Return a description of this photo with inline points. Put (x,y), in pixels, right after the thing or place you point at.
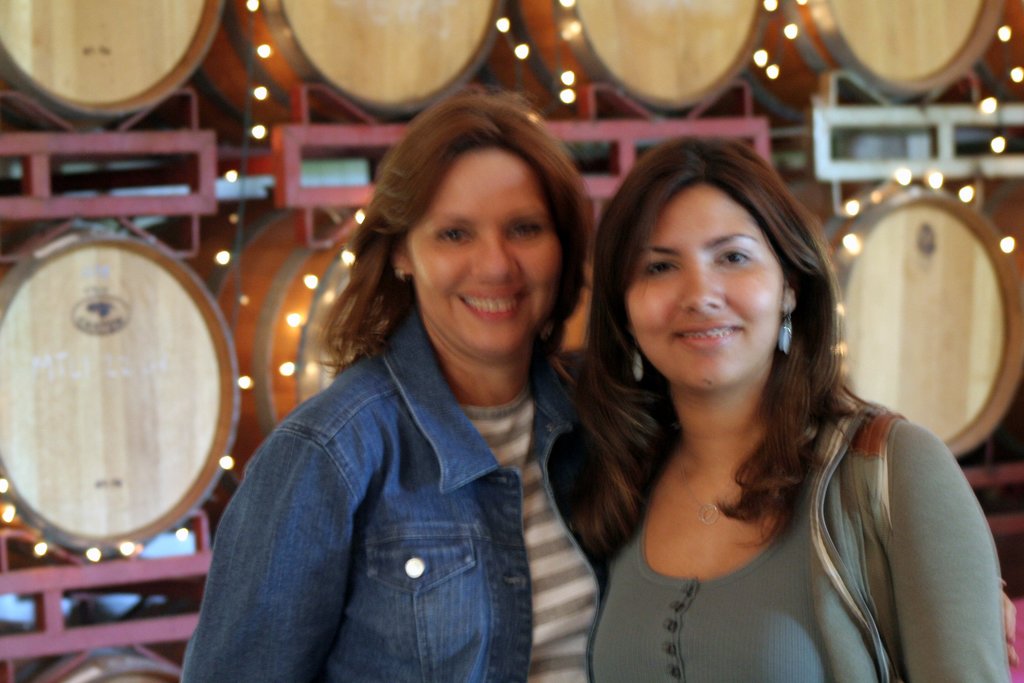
In this picture there is a woman (455,429) who is wearing blue jacket (475,556) and t-shirt (559,599). On the right (688,402) we can see another woman (870,522) who is wearing bag (868,446), t-shirt (735,591) and earrings (642,364). Both of them are smiling. On the background (964,335) we can see drums (119,435) which is on the steel racks (305,139).
